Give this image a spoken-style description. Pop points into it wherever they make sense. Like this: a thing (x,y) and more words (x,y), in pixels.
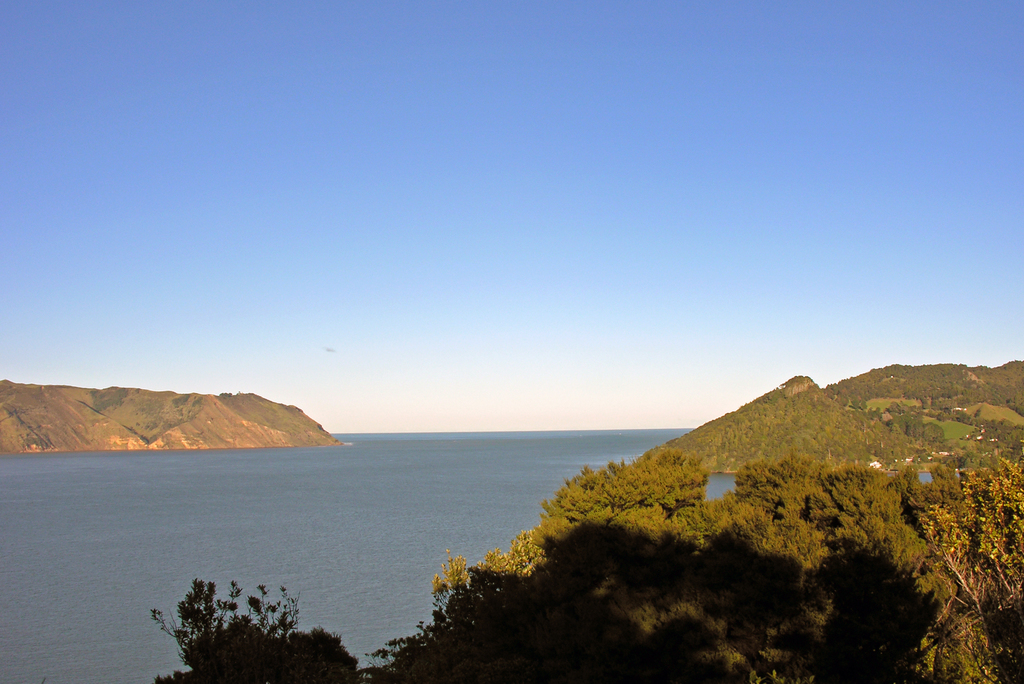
In this image we can see trees (762,551) and water (234,472), at the top (473,100) we can see the sky (374,308).
